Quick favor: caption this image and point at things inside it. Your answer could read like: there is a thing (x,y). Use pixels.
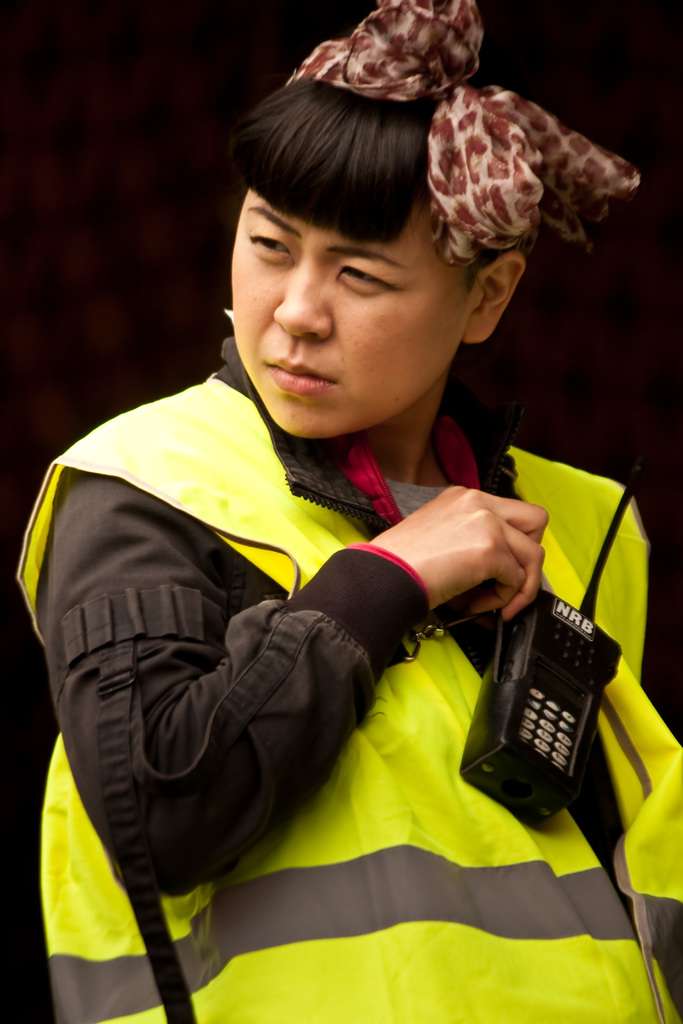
In the center of the image (310,397), we can see a person (401,650) wearing a coat (183,654), a headband (394,94) and holding an object (531,654) and the background (112,80) is dark.
